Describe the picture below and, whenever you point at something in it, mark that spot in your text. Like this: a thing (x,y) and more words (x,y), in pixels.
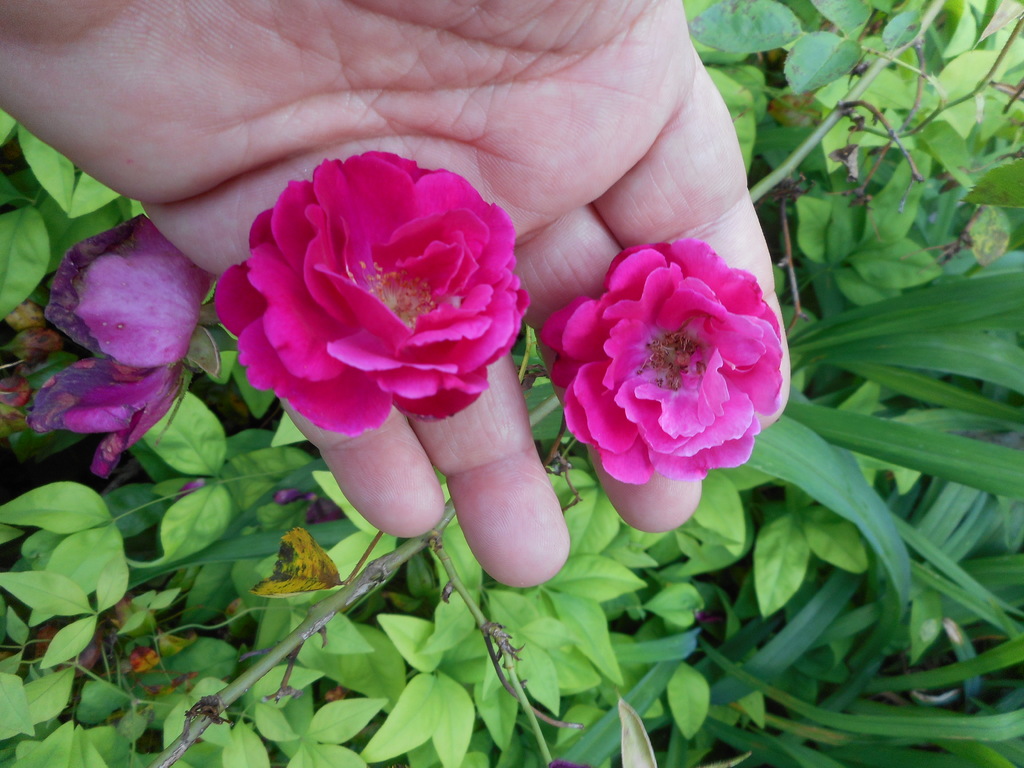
In this picture I can see plants (14,194), flowers (267,316) and a human hand (247,48) holding flowers (582,383).
